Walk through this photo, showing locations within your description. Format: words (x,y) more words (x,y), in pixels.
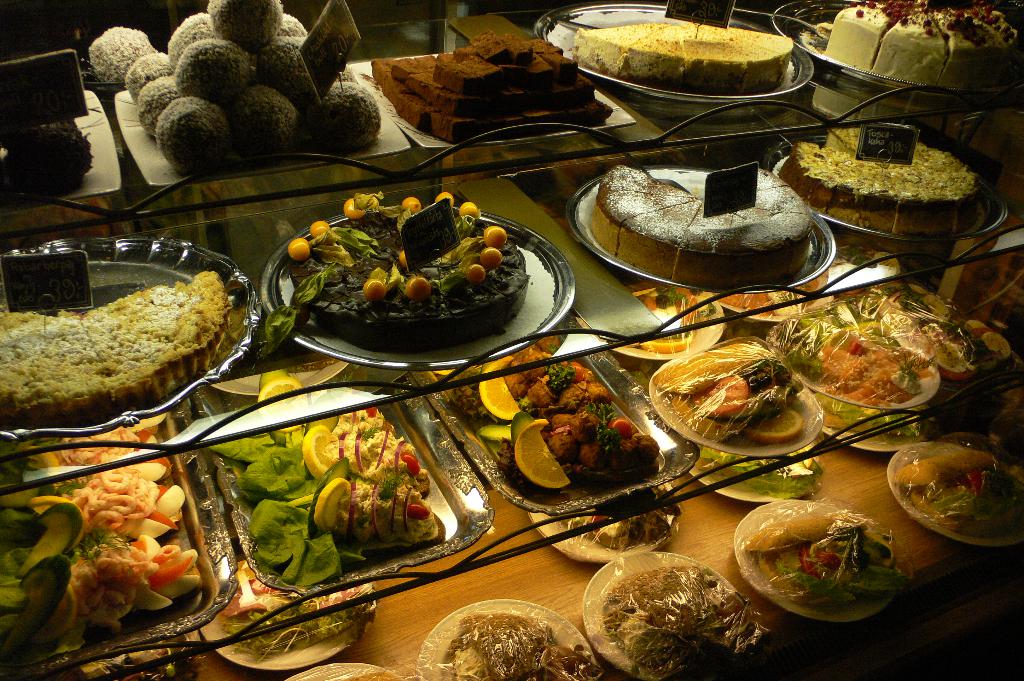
In this image I can see food (463,68) which is in multi color and the food (119,347) is on the tray (330,348) and the trays (459,356) are on the glass rack (641,317).
